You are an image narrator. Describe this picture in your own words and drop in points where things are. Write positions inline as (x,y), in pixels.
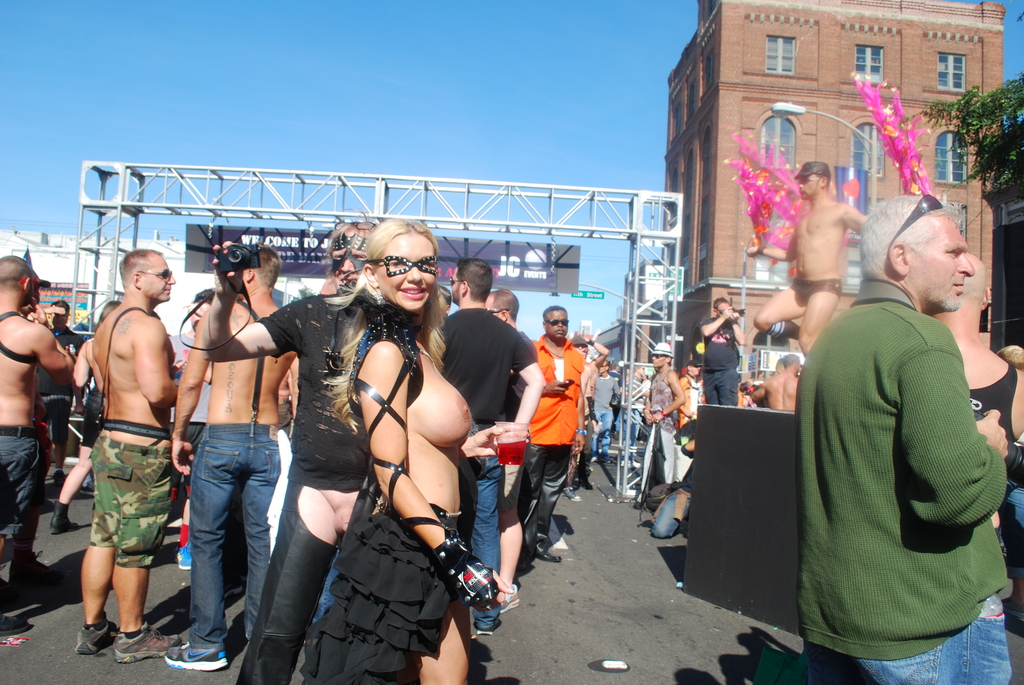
There are some persons (381,492) standing at the bottom of this image (846,510). There is a building (694,245) on the right side of this image (748,259), There is a iron object (428,225) is in the middle of this image (636,236). There is a sky (484,52) on the top of this image (461,76).
